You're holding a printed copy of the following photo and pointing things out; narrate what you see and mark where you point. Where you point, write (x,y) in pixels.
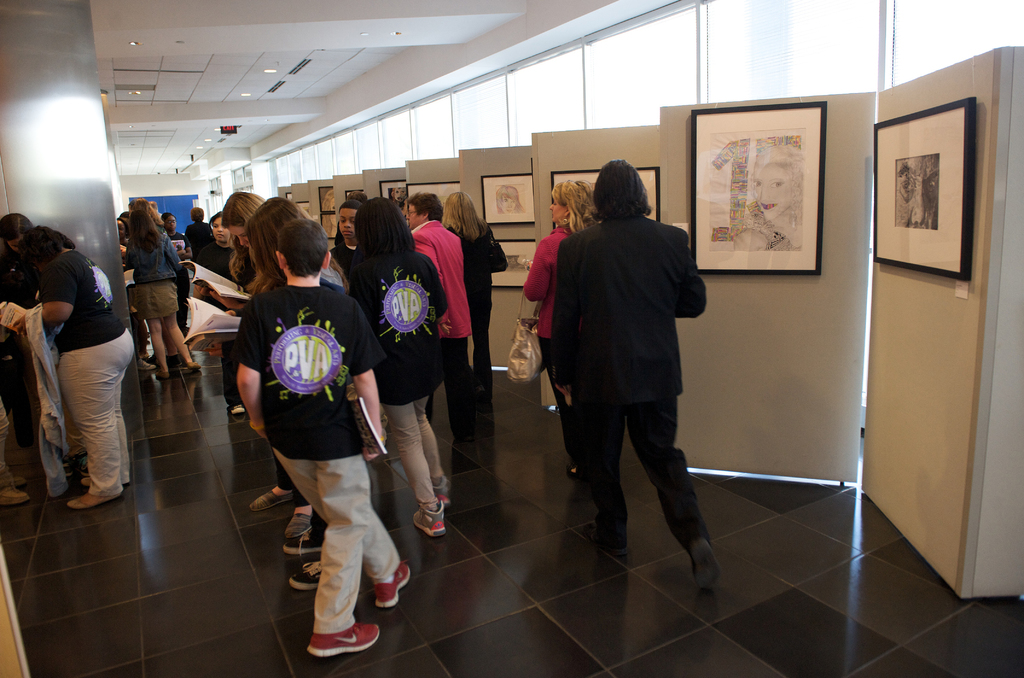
In this image we can see persons (226,362) walking and standing on the floor (398,475) and some of them are holding books (227,281) in their hands (217,294). In the background (275,188) we can see windows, wall hangings (738,191) attached to the walls (542,203) and electric lights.
